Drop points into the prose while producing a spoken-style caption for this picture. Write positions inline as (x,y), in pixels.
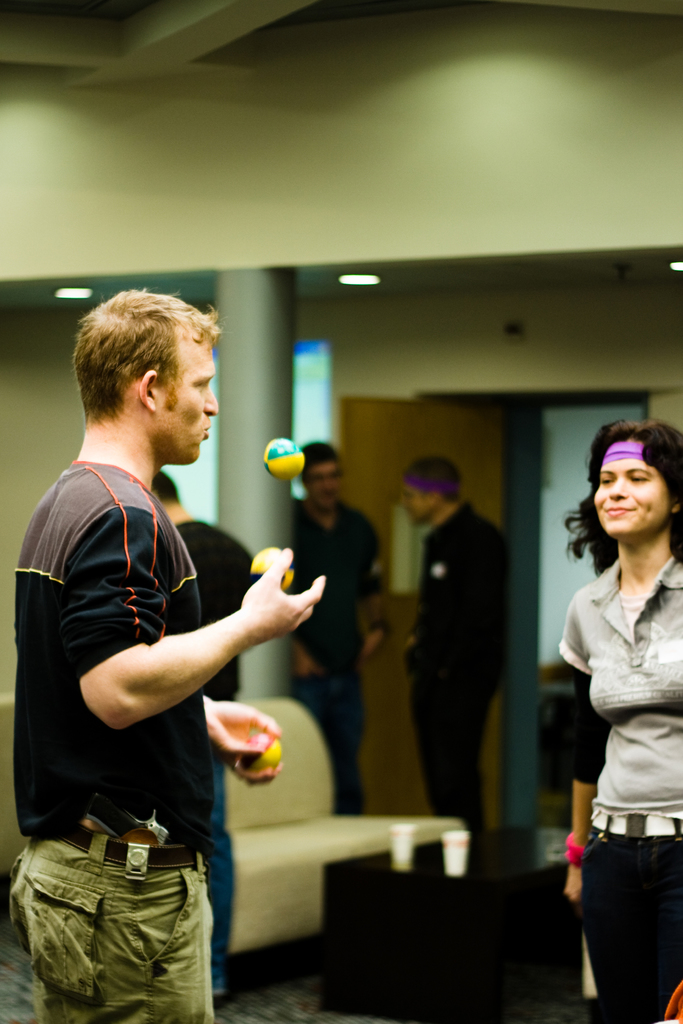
In the foreground of this image (211,968), on the right (620,704), there is a woman (607,881) and on the left (185,650), there is a man (185,650) standing and playing with balls (274,464). In the background (326,820), there is a couch (406,821), two glasses (404,825) on the table (509,853), three men (445,658) standing, wall (375,345), pillar (278,327), door (414,427), lights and the ceiling (114,38).
